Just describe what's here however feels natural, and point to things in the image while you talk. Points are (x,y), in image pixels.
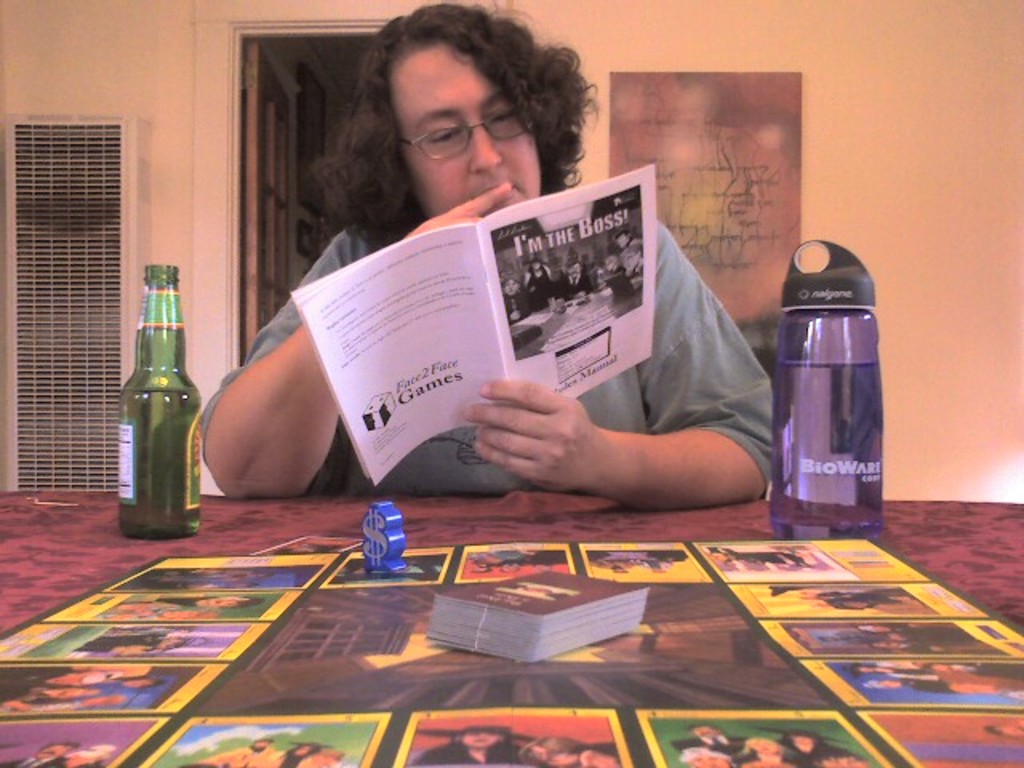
In this picture we can see man (537,103) wore spectacle (496,132) holding book (458,280) in his hand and beside to him we can see bottles (180,353) and in front of him there is card (441,600) and board (451,689) and in background (191,38) we can see wall (191,38), door (259,178).
